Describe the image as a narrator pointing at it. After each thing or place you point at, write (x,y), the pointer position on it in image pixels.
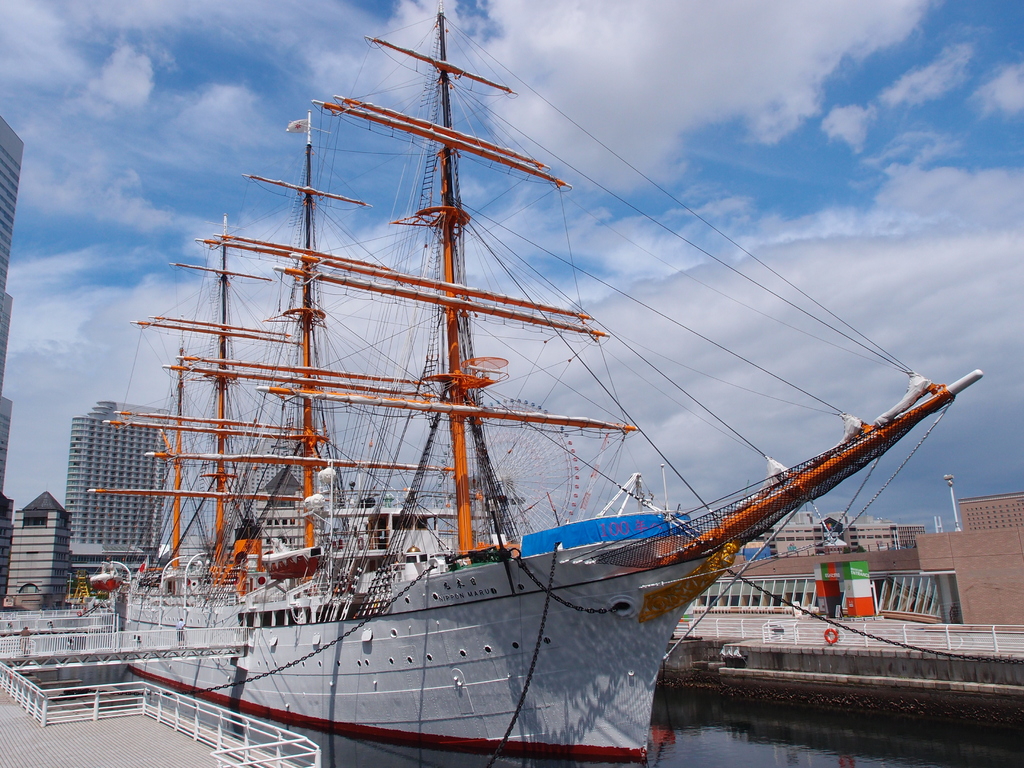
In this image I can see the boat (634,690) on the water (752,745). The boat (578,610) is in white and brown color. To the side of the boat (282,666) I can see the railing (319,751). In the background (52,286) there are buildings (961,537), clouds (831,355) and the sky (662,244).
